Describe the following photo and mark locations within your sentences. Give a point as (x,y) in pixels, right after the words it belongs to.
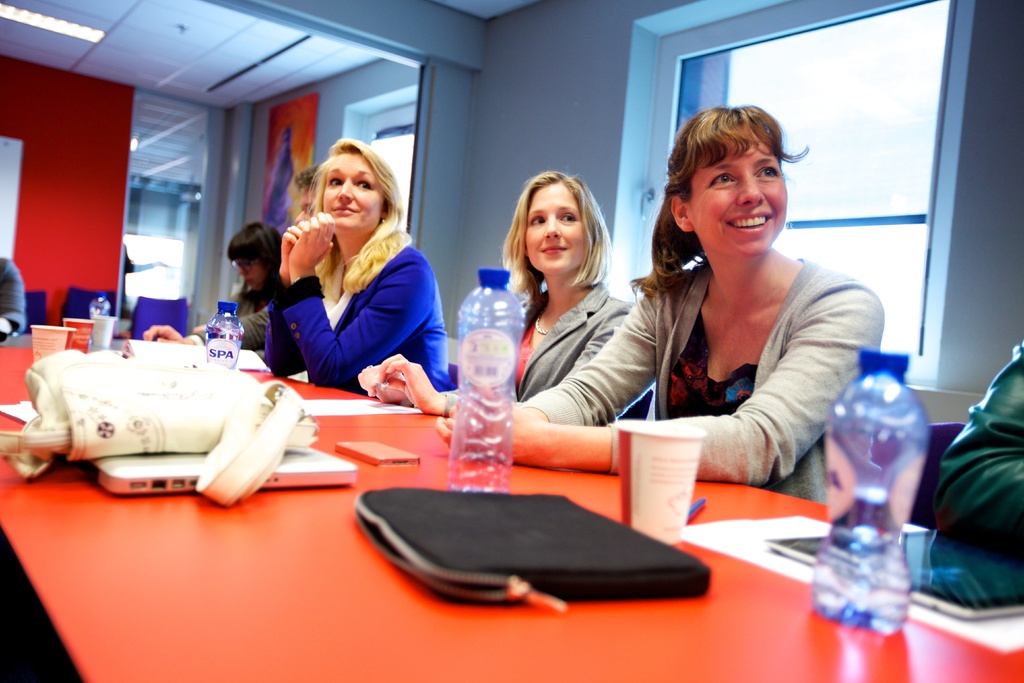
In this image i can see three women (750,341) sitting and one man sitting there are few bottles (882,421), glasses (666,447) bag (641,540), laptop (327,461) on a table (297,555). At the background (792,63) there is a window (792,63), wall (572,85).
